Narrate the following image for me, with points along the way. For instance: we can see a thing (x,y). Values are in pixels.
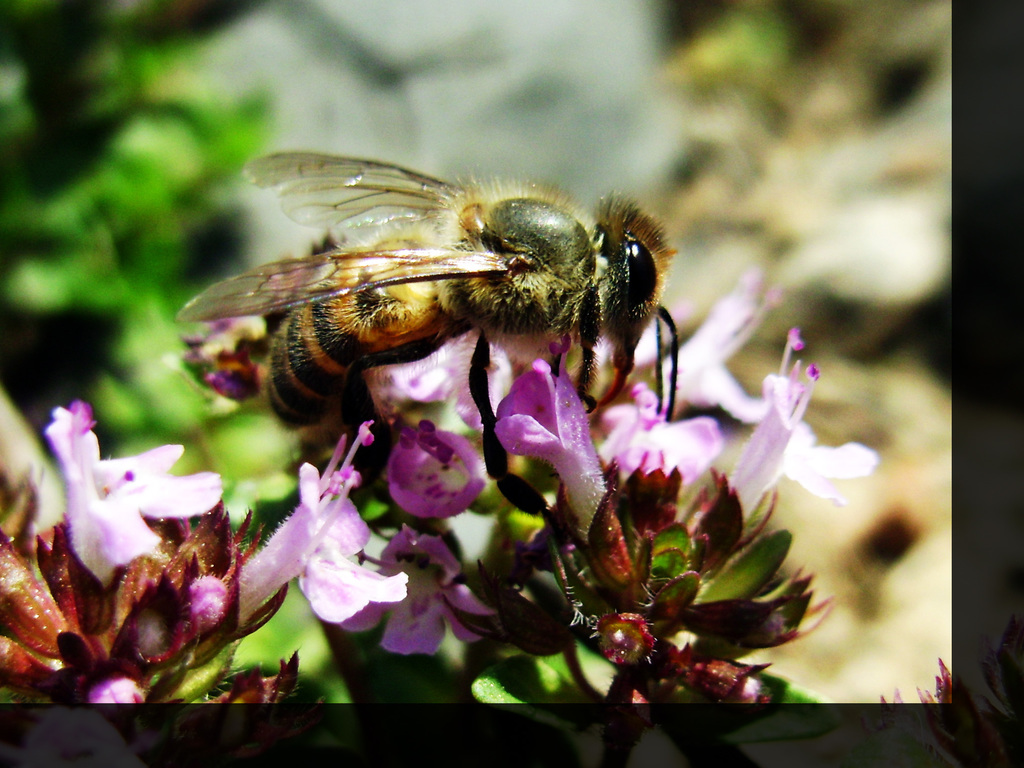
In this image I can see an insect (471,290) which is in black and brown color. It is on the flowers (338,483). I can see these flowers (305,532) are in white and purple color. And there is a blurred background (486,107).
